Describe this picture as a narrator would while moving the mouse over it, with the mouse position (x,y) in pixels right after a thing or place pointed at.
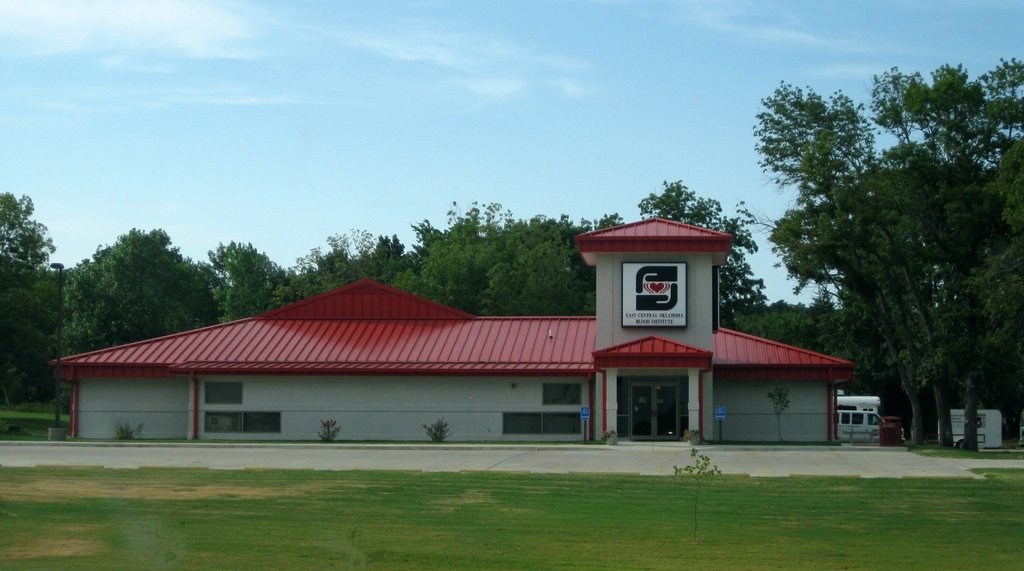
At the bottom of this image (758,533), there is grass (433,558) on the ground (222,562). In the background (727,405), there is a building (622,353) having windows (211,388) and doors (650,425), there are trees (937,217), vehicles (854,396) and there are clouds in the sky (636,86).
